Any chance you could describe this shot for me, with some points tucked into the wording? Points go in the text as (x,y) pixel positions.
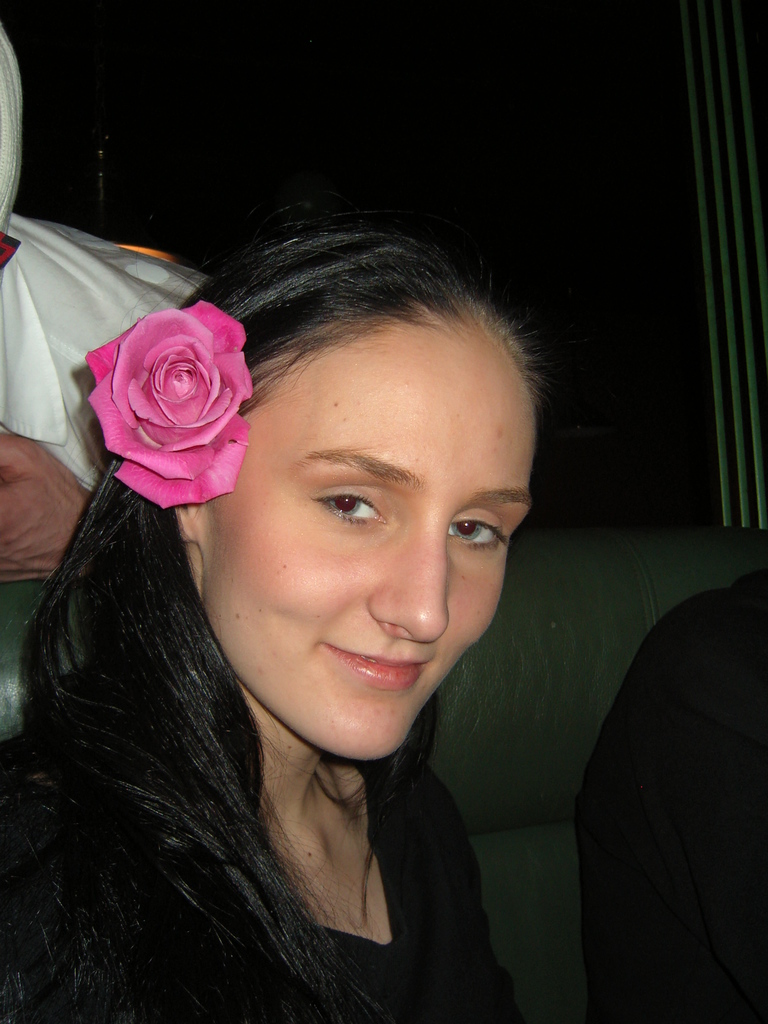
In the center of the image (305,670) we can see one woman (424,921) sitting on the couch (717,568). And she is smiling, which we can see on her face (313,682). And we can see one pink flower (154,408) on her hair (64,704). On the right side (670,877), we can see one more person (660,874) sitting on the couch (563,774). In the background (14,466) we can see one human hand (48,500), white color object (72,383) and a few other objects (11,242).
